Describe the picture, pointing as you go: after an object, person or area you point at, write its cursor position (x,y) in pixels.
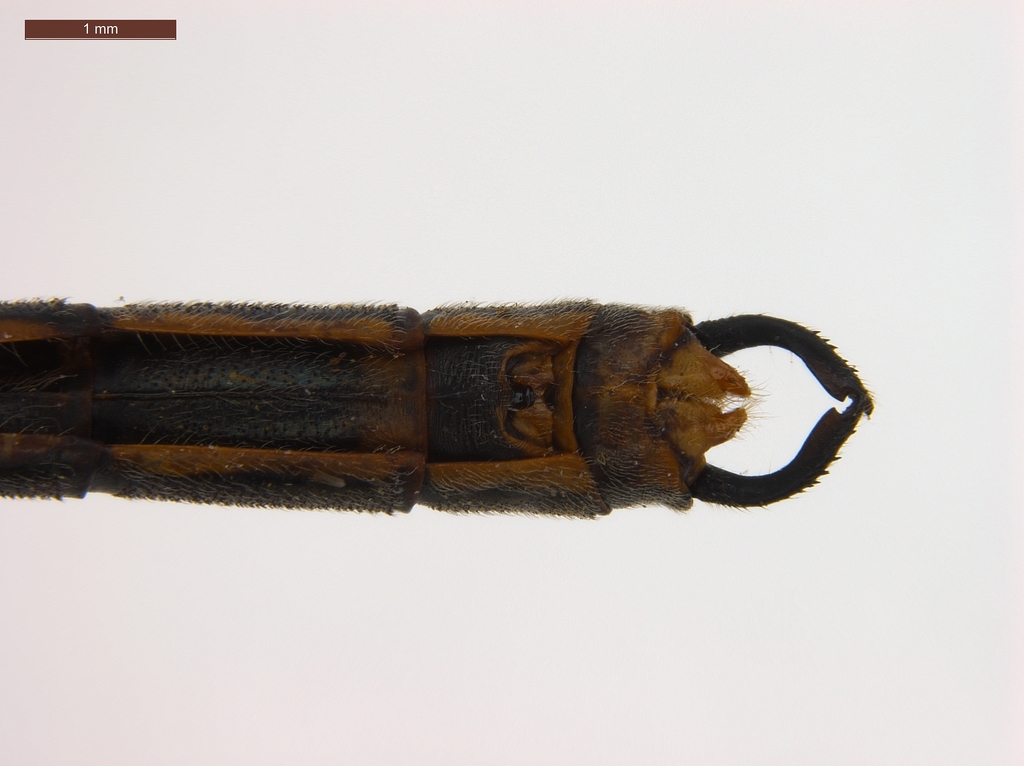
In the center of the image (598,351) there is some object (617,424). There is a text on the top left of the image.
